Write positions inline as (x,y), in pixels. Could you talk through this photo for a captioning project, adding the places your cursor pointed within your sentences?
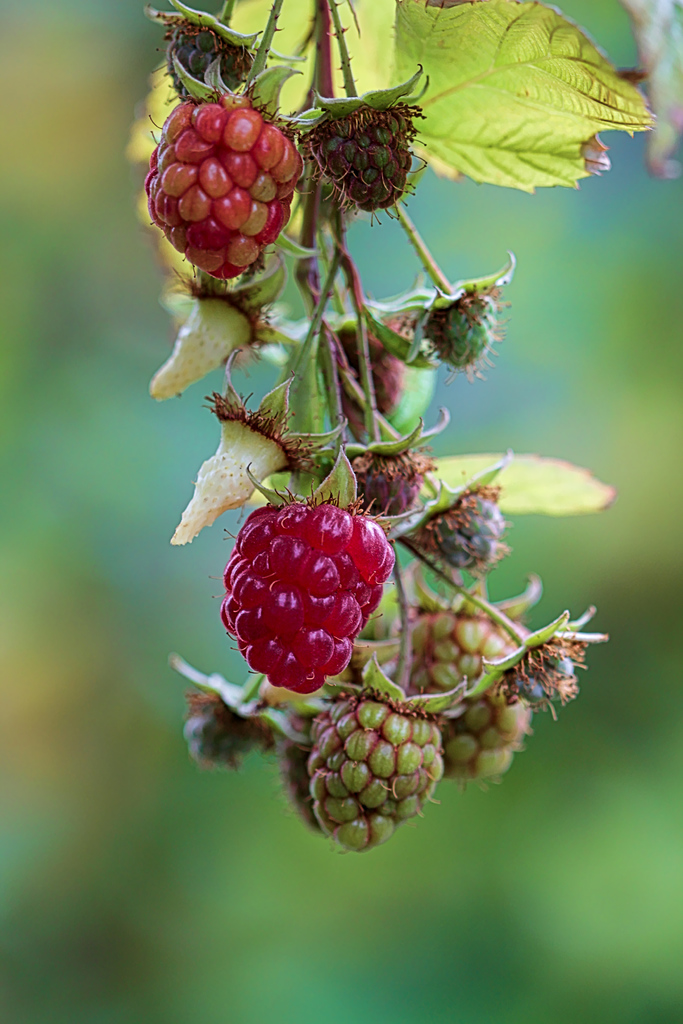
In this image we can see fruits (325,551) of a tree (327,339).
